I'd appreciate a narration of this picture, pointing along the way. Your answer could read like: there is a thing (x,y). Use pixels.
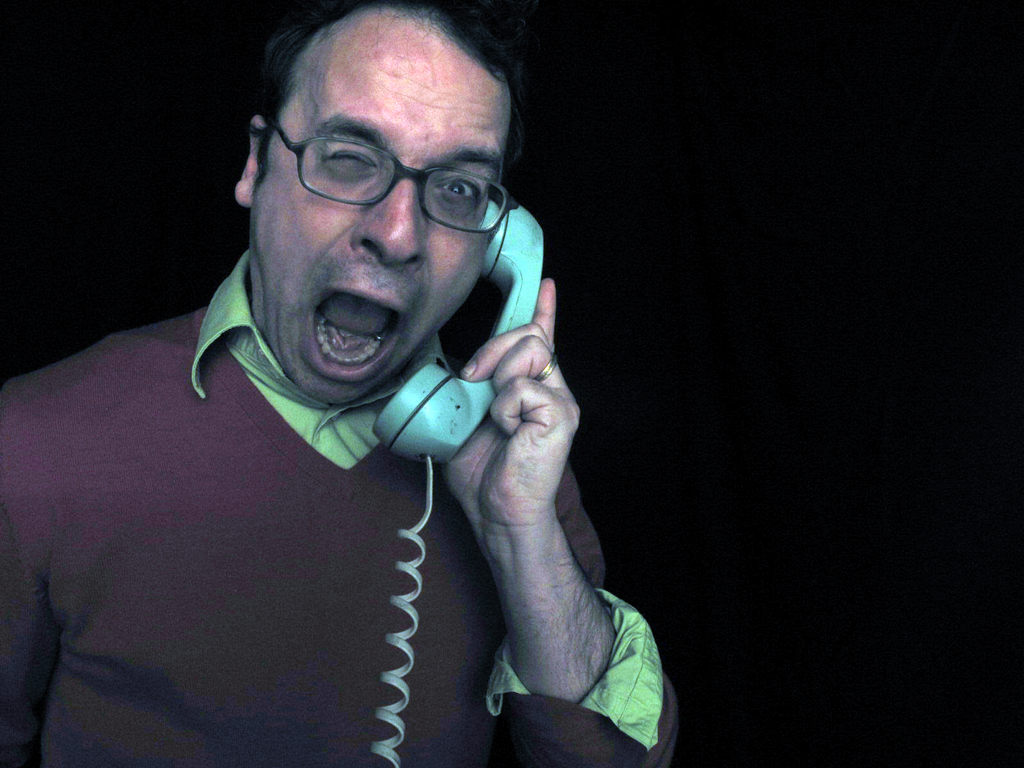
In this image a person (349,463) is holding a telephone (429,423). He is wearing spectacles (377,153). Background (773,350) is black in color.
